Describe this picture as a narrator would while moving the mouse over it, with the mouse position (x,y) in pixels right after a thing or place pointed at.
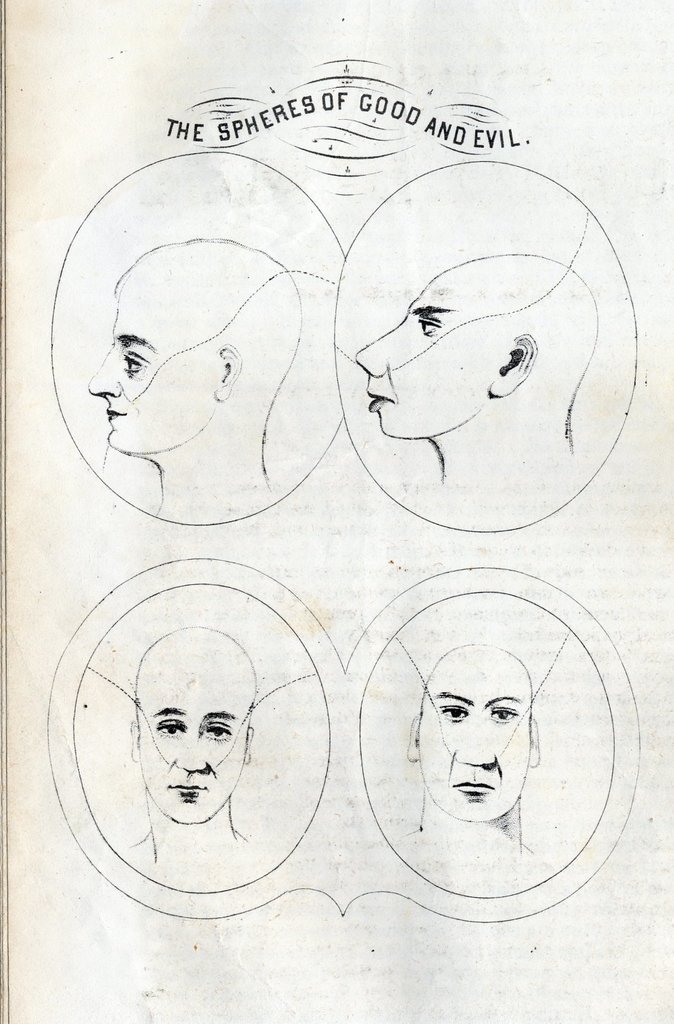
The image looks like a page (19,430) in a book (503,874). In this image we can see the depictions of human faces (167,376). At the top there is text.
